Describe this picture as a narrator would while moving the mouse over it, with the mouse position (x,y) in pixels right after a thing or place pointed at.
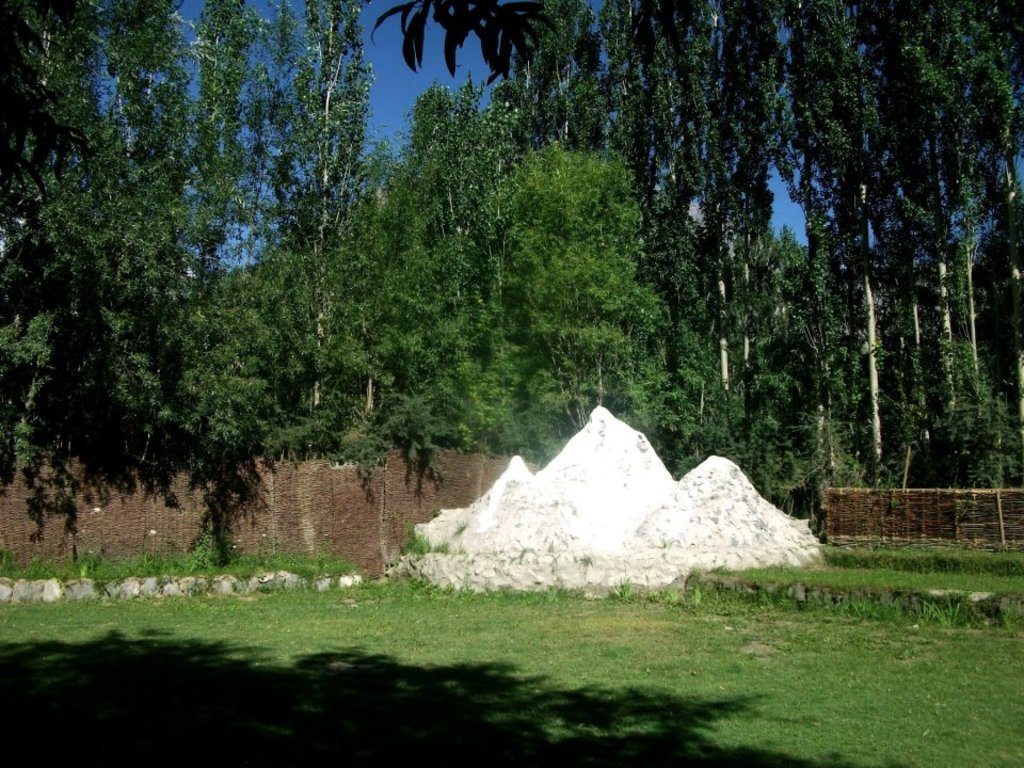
Here we can see a fence (853,513), grass (1008,680), and trees (245,394). In the background (245,52) there is sky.
